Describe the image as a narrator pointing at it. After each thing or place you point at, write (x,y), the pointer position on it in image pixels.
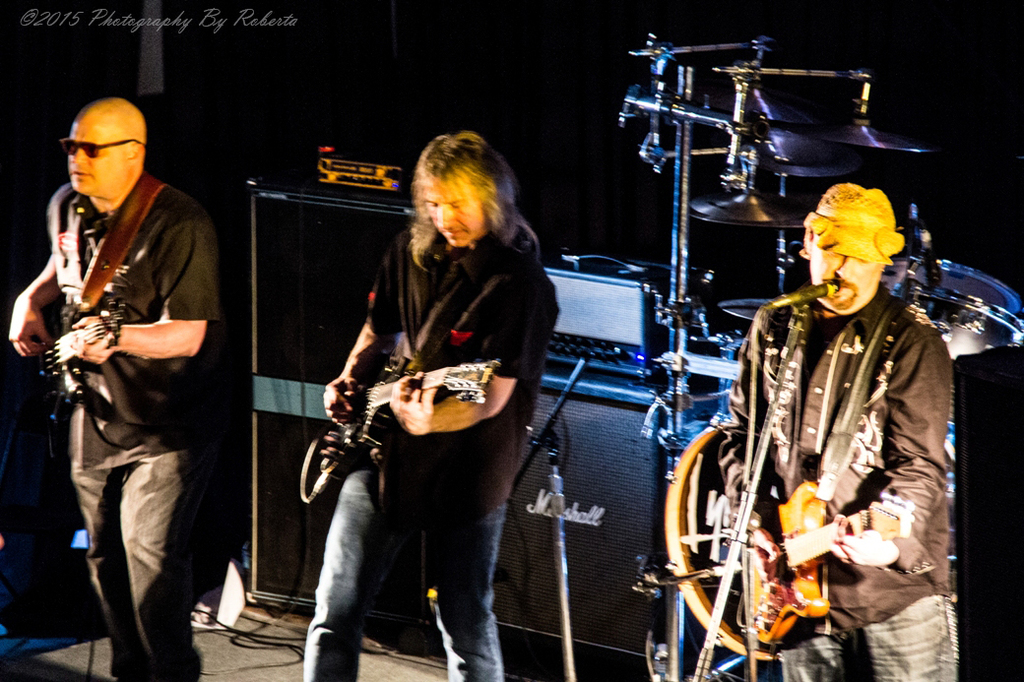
In this picture we can see three persons (801,407) standing and playing guitar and here on right side (898,362) person (829,312) singing on mic (779,307) and in background (571,165) we can see speakers (646,375) and it is dark.
